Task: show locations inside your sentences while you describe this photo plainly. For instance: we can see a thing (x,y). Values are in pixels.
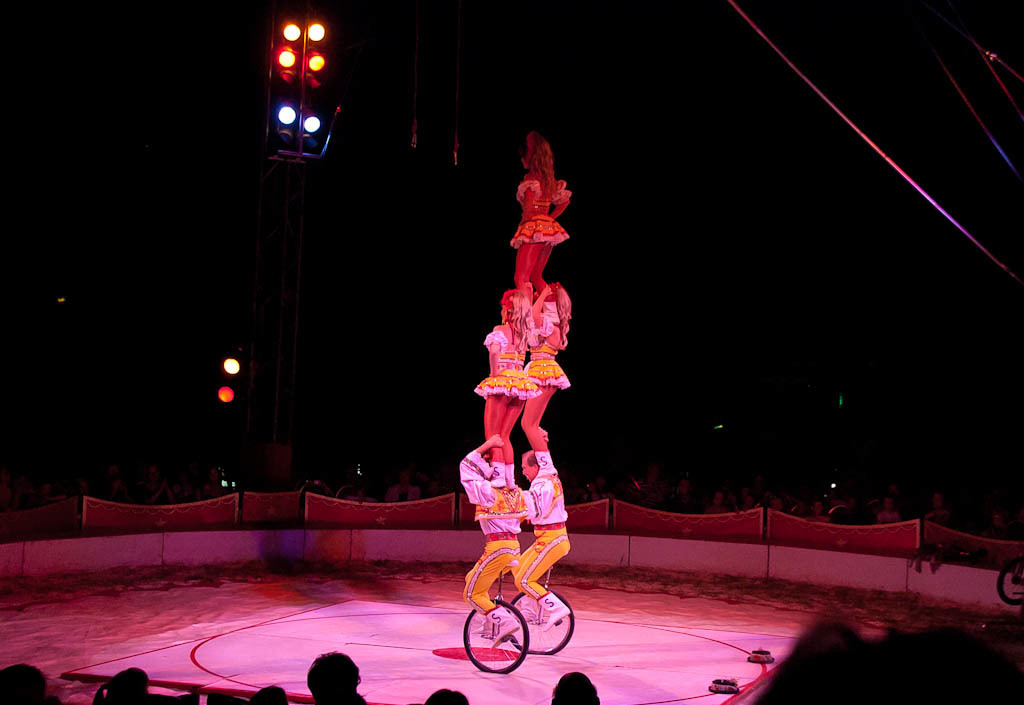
In this image I can see in the middle (553,308) 2 men (535,576) are standing on the unicycles (534,617) and holding the woman (538,337), trying to make a pyramid. On the left side (278,59) there are focused lights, at the bottom (588,697) few people (798,688) are sitting and observing this circus.
